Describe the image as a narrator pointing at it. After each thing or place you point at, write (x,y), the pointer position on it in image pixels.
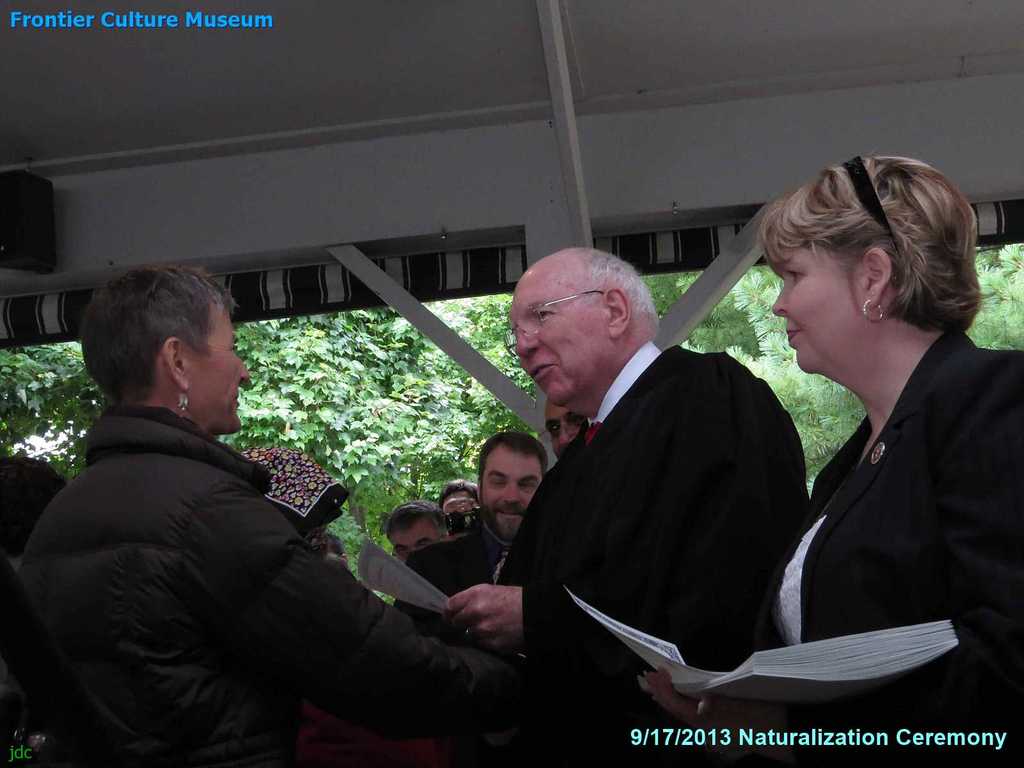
In this image there are group of persons (640,578) standing and smiling. In the front (946,545) there is a woman (919,623) standing and holding papers (803,670) in her hand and in the center (638,508) there is a man (652,521) standing and smiling and holding a paper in his hand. In the background (424,399) there are trees (737,343) and on the top (386,150) there is a shelter (425,127) which is white in colour and there is some text (52,23) written on the image.
